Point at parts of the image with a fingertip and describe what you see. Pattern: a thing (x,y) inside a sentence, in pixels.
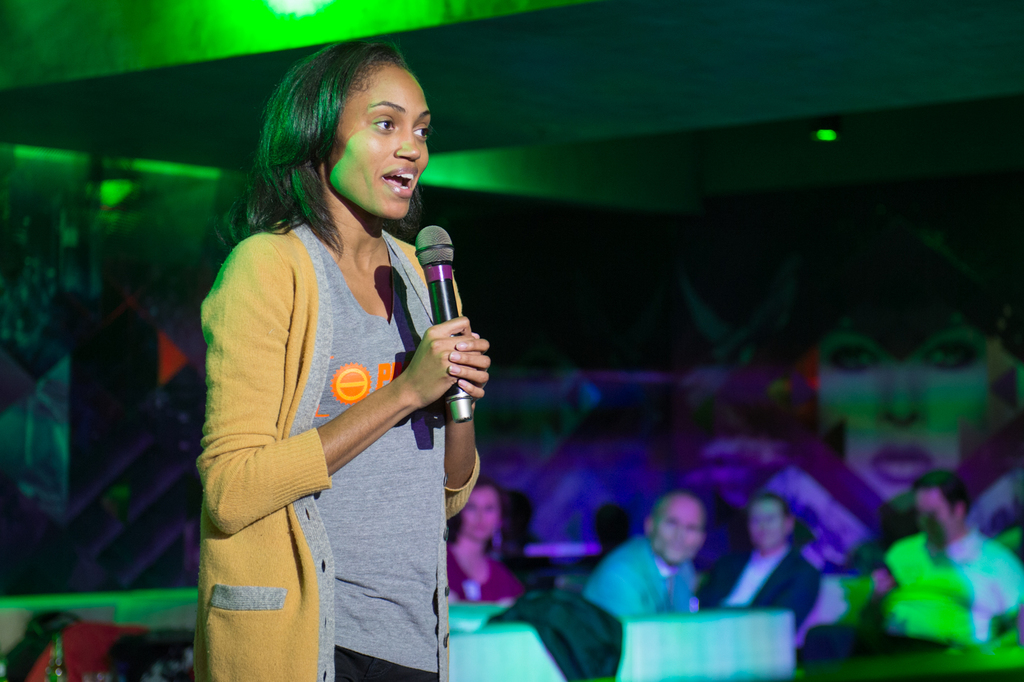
In the picture there is a woman (235,550) standing and talking in a microphone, there are many people (736,578) sitting, there are many lights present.
